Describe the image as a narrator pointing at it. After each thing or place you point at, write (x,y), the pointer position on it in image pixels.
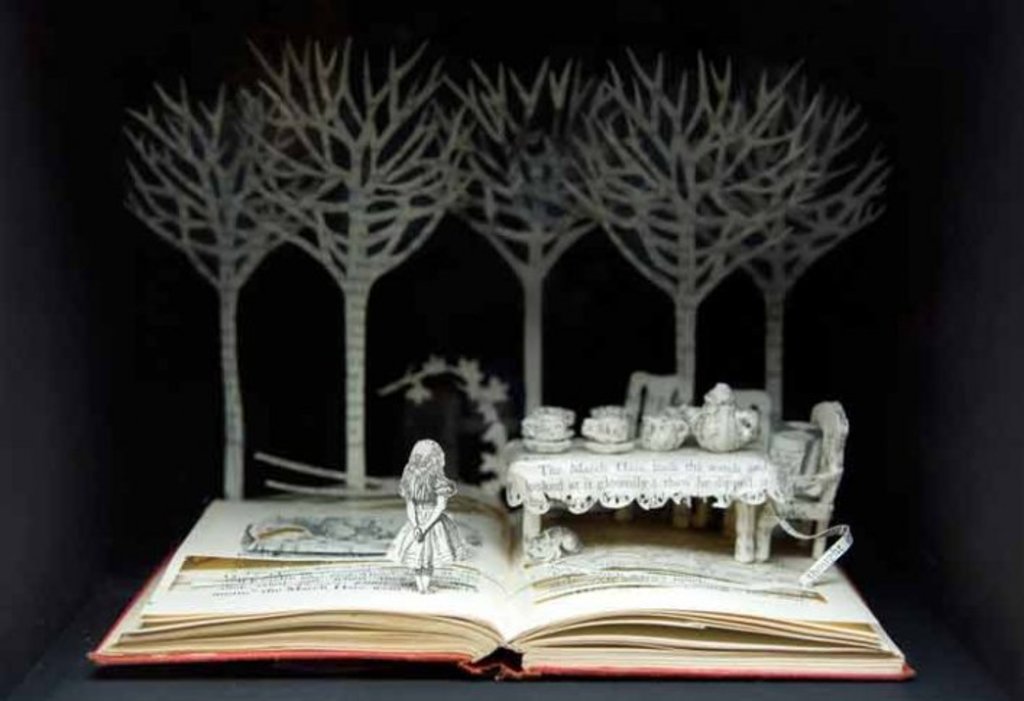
In this picture we can observe a book (632,596). There is a paper art (627,459). We can observe a table (676,474) and chairs (633,390). There is a girl (431,537) here. In the background (362,194) there are trees (230,220).
